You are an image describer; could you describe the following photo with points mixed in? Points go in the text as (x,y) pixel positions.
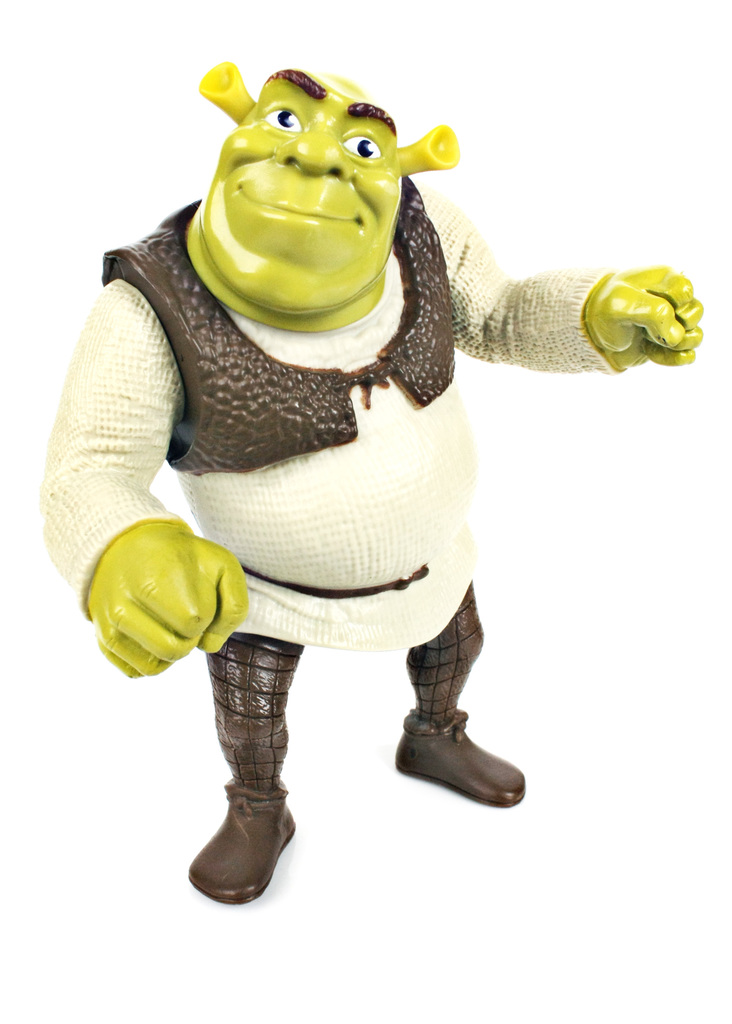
In the foreground of this image (410,358), there is a plastic toy (297,579), wearing white shirt (366,515) and a brown jacket (235,437) and brown shoes (248,839). He is also having a large ears (431,157).
